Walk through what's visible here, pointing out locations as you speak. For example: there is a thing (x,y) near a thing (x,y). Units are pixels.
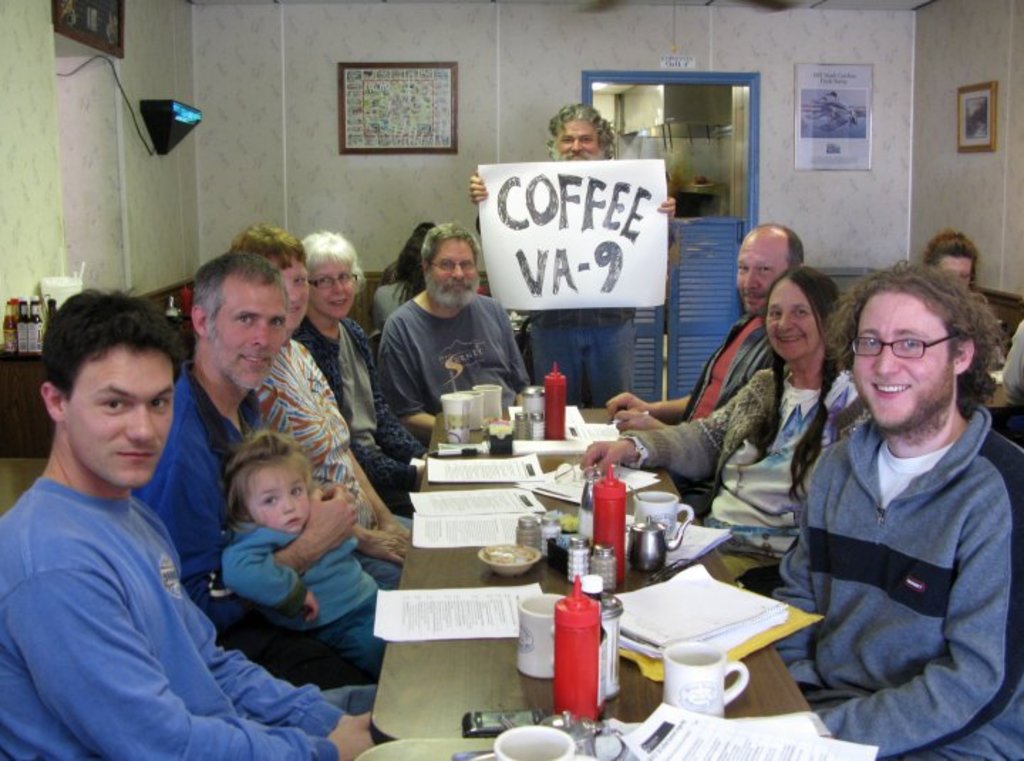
There are many people (323,428) sitting on chairs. And the second person (221,423) from the left is holding a baby (237,553). In the back (609,326) a person (587,314) is holding a poster (621,271). In front of him there is a table (450,489). ON the table (436,582) there are papers (641,620), glasses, sauce bottles (557,427), cups (665,511), kettles (639,542), mobile (503,719), and many other items (535,409). In the background (265,63) there is a wall (329,81). On the wall (760,113) there are photo frames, door (747,145), also there are some bottles (10,328).
